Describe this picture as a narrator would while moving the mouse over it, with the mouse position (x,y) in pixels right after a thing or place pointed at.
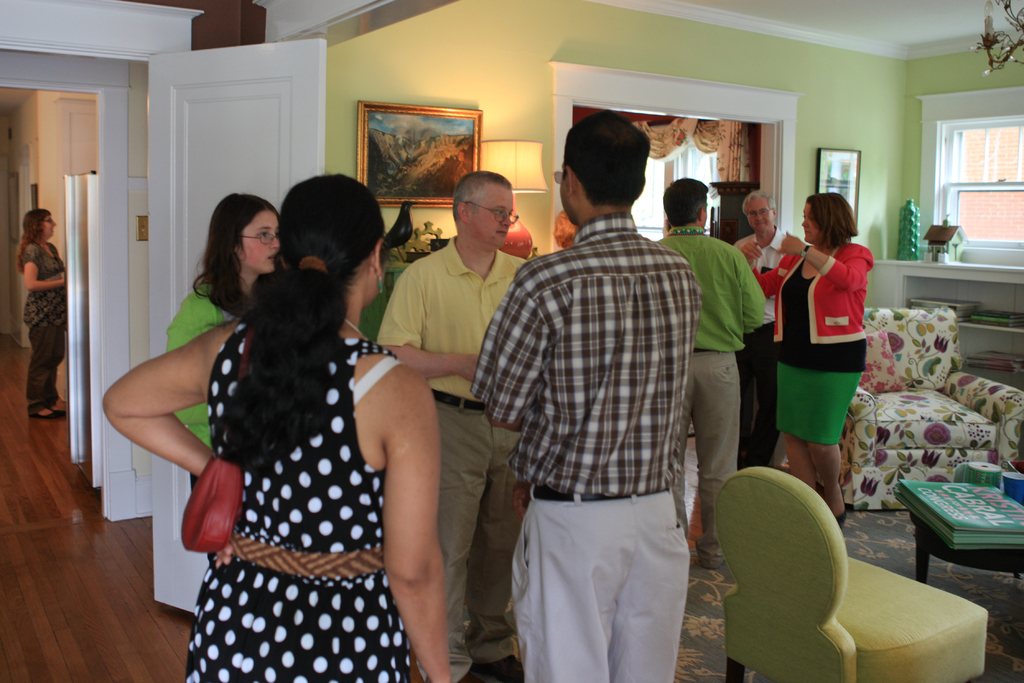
In this picture here is the wall (516,32) and a photo frame (394,108) on it. and on the floor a person (456,262) is standing he is wearing a yellow shirt (453,306), and there are group of people (727,272) who are talking, here is a woman (289,403) standing, and there is a chair (871,567) here is a glass window (969,187), and there is a door (171,158) here is a table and a book (949,511) on it.
